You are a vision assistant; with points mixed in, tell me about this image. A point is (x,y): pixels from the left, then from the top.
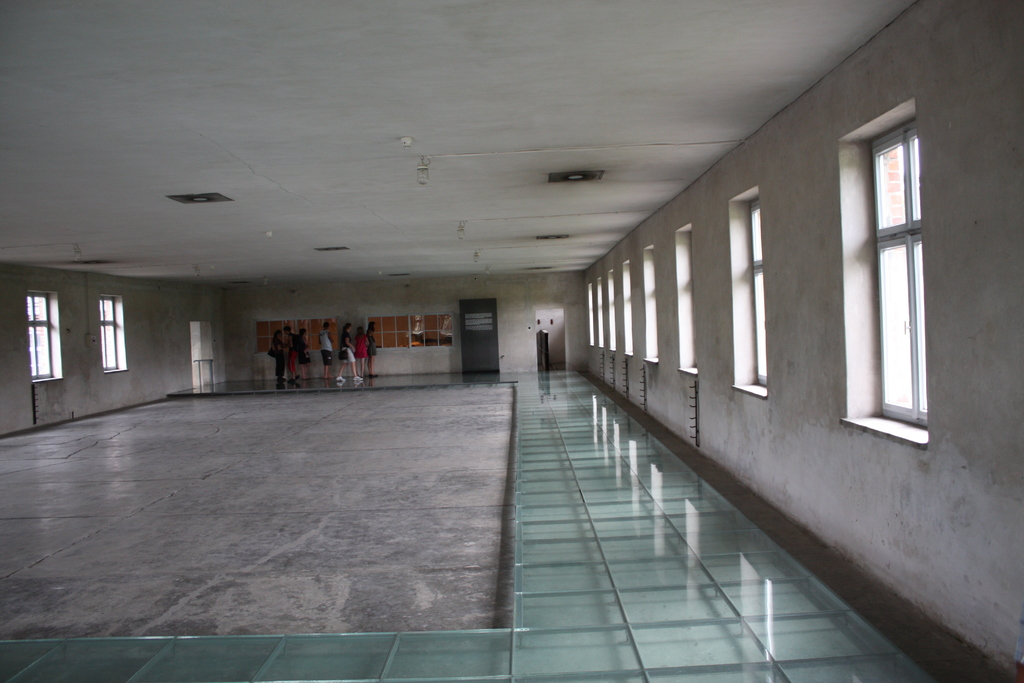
In this image, we can see a group of people (344,368) are in the room (409,362). Here we can see floor (408,399), glass walkway (633,432), walls (843,393), and glass windows (903,375). Background (487,359) there are few objects (537,342). Top of the image (440,157), we can see the ceiling (442,236) and lights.
